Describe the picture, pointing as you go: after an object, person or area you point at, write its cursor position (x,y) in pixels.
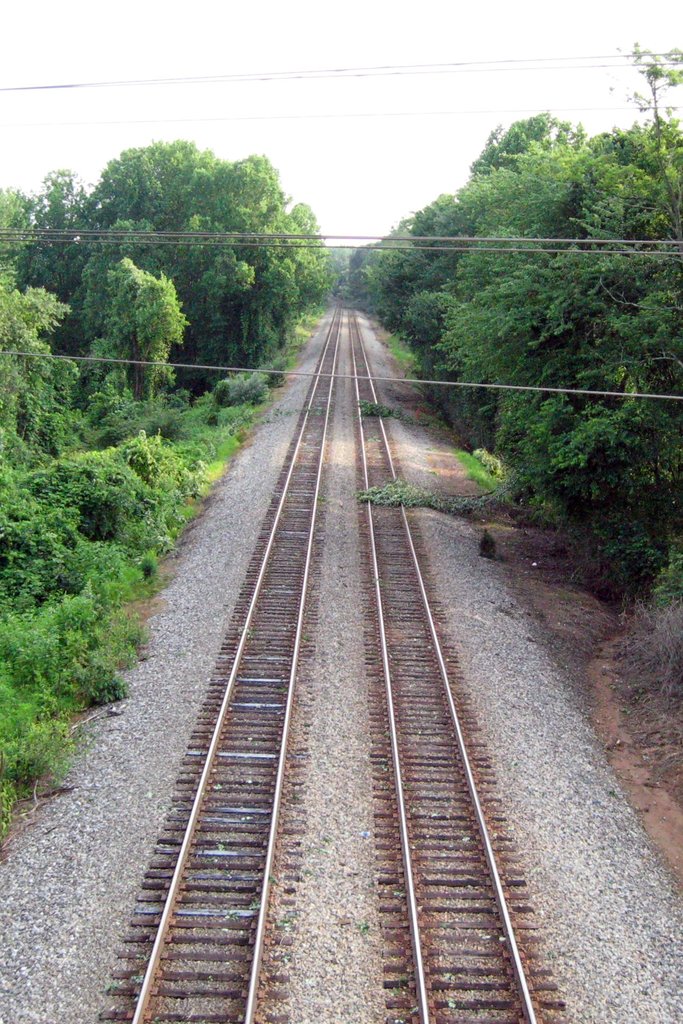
In the center of the image (383,653) there is a railway track (318,605). There are wires (241,235). On both right and left side of the image (152,301) there are trees (352,254). At the top of the image (387,96) there is sky (396,110).
